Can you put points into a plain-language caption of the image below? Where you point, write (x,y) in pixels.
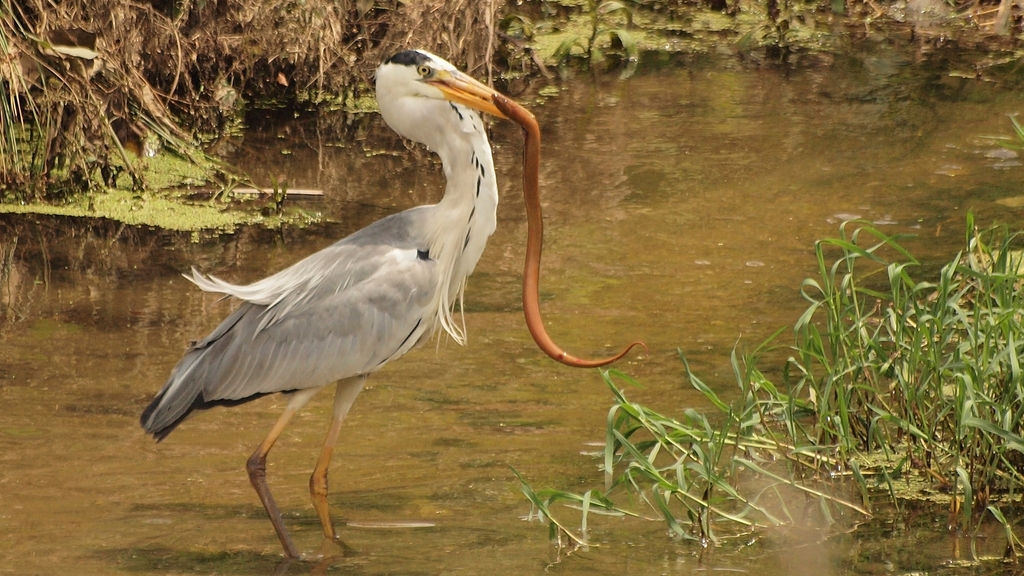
In this picture, we see the bird (387,289) which looks like a crane. It is grey in color. It has a long yellow color beak (480,93) and it is holding the animal (506,98) with its beak (483,105). On the right side (845,351), we see the grass (913,455). Beside that, we see water (744,229) and this water (517,344) might be in the lake (507,358). In the background (482,21), we see dried grass (343,44).
